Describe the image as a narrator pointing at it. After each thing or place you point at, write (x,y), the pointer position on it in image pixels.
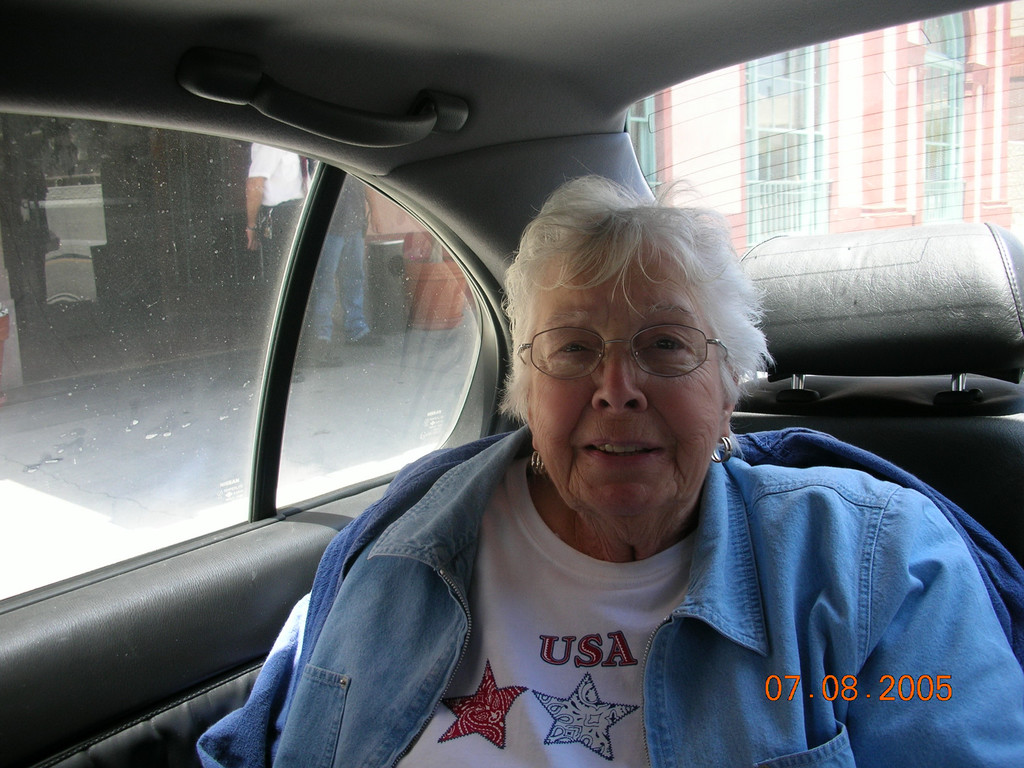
In the middle of the image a woman (561,188) is sitting in the vehicle (583,127). Through the windshield (1017,110) we can see a building (1017,191). Through the glass (244,159) we can see two persons (259,152) are standing. Behind them we can see some boxes (442,289).
